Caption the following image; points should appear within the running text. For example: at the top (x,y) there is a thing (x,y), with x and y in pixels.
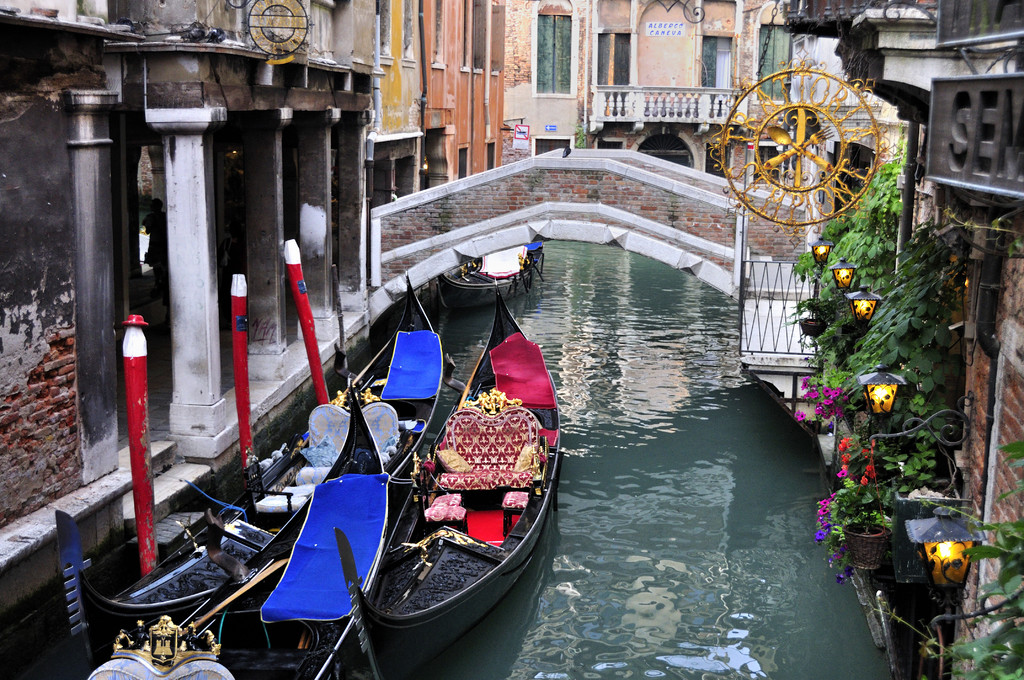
In the picture there is a river (652,317) and there are many boats (532,473) on the river (595,340) and there is a bridge (529,190) across the river (546,323), around that bridge (716,240) there are some buildings (68,210) and houses (408,177).
